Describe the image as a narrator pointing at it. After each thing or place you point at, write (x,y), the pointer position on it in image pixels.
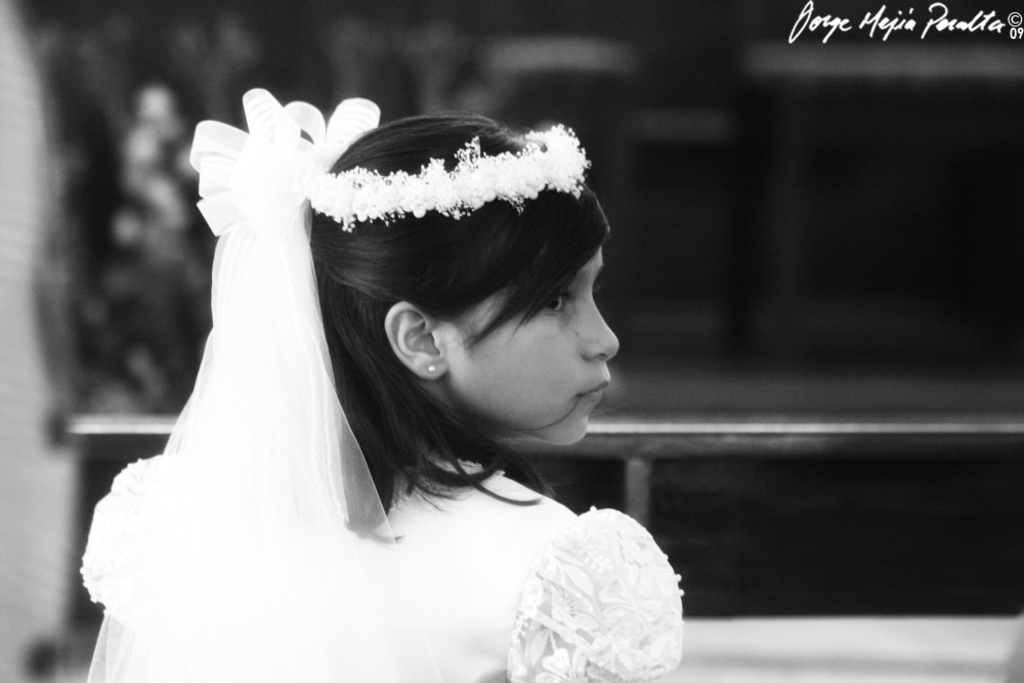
In this image I can see the person (231,535) wearing the dress (385,593) and the crown (445,204). And there is a blurred background (816,512). This is a black and white image.
